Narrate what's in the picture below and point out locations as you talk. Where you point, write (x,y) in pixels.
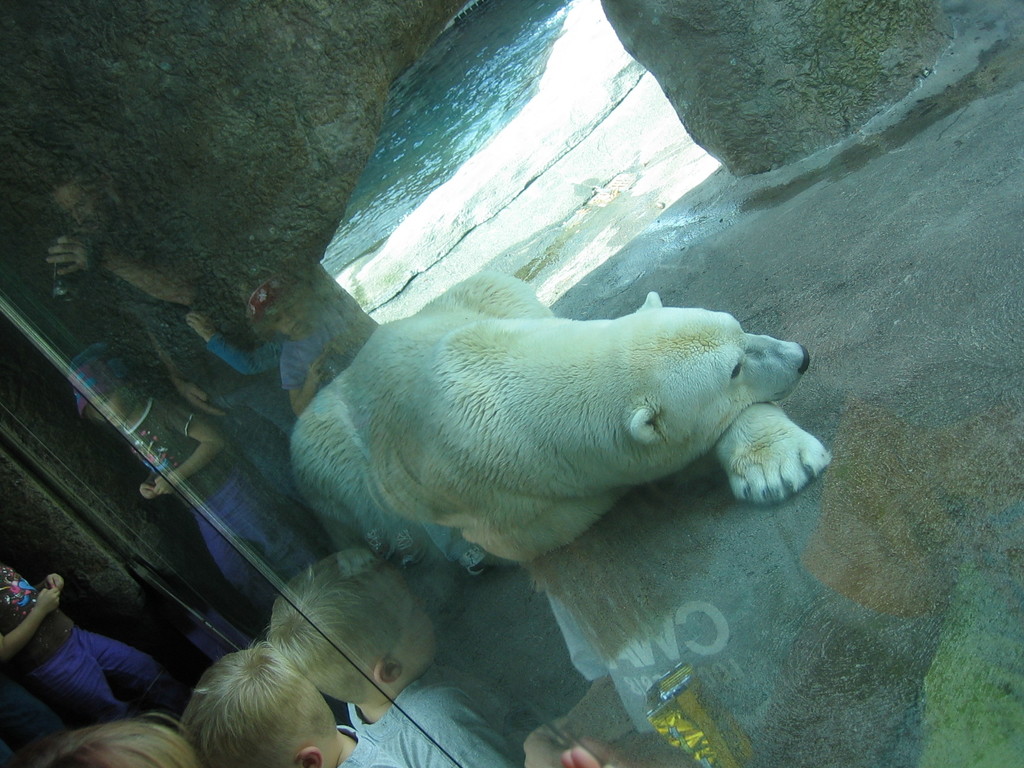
In this image, I can see a polar bear (532,417). These are the water (435,133). I can see the rocks (796,147). This looks like a glass door (441,542) with the reflection (203,425) of few people (77,657) standing.
